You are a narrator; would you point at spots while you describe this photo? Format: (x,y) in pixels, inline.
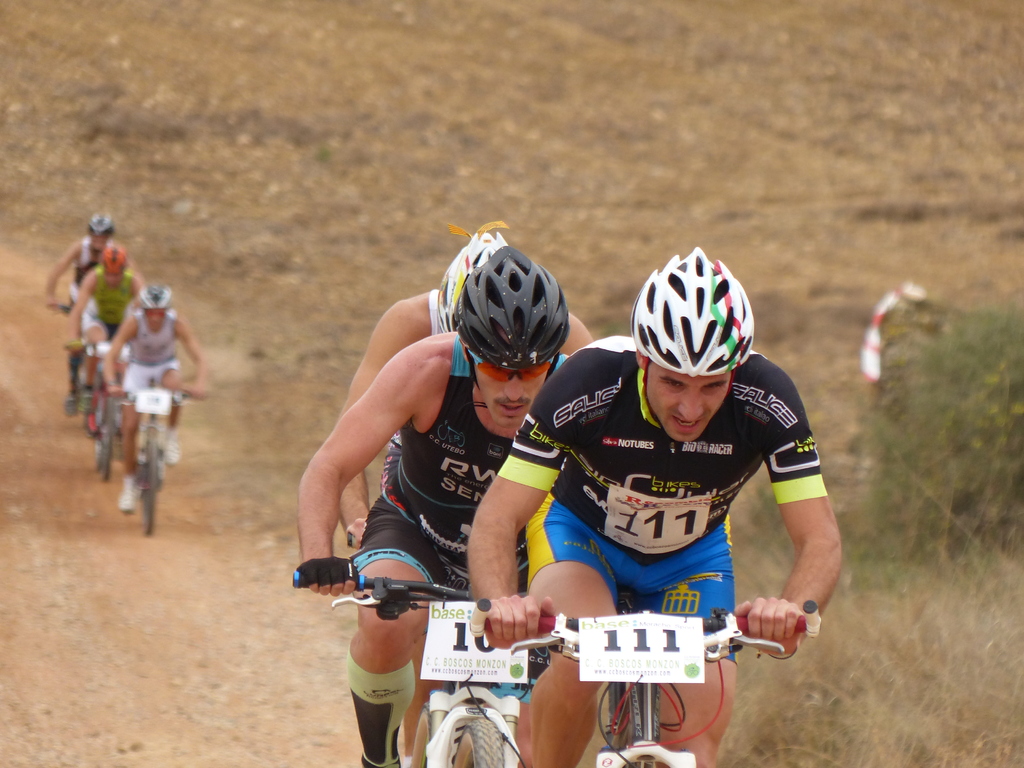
In this image we can see men (198,391) sitting on the bicycles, ground (166,575) and grass (866,633).
